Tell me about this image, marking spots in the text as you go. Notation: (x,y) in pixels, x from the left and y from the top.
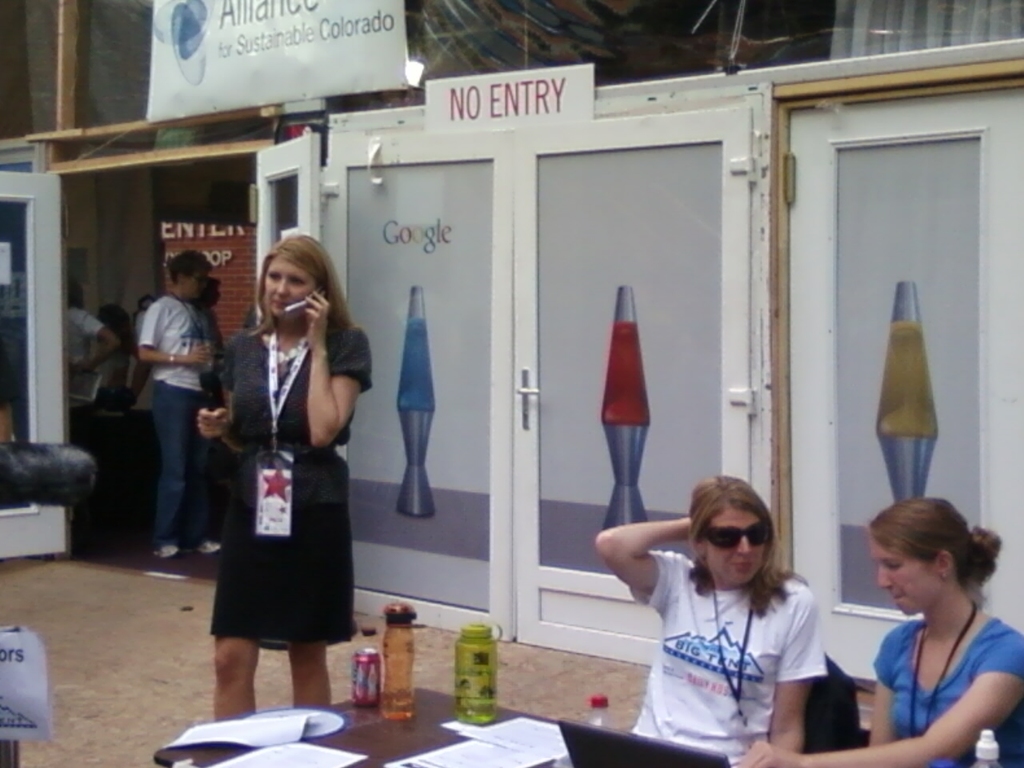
Here we can see few persons (772,682). There is a table (429,727). On the table (385,757) there are bottles (407,672), tin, and papers (287,745). In the background (431,426) we can see doors (345,177) and boards (455,126).
